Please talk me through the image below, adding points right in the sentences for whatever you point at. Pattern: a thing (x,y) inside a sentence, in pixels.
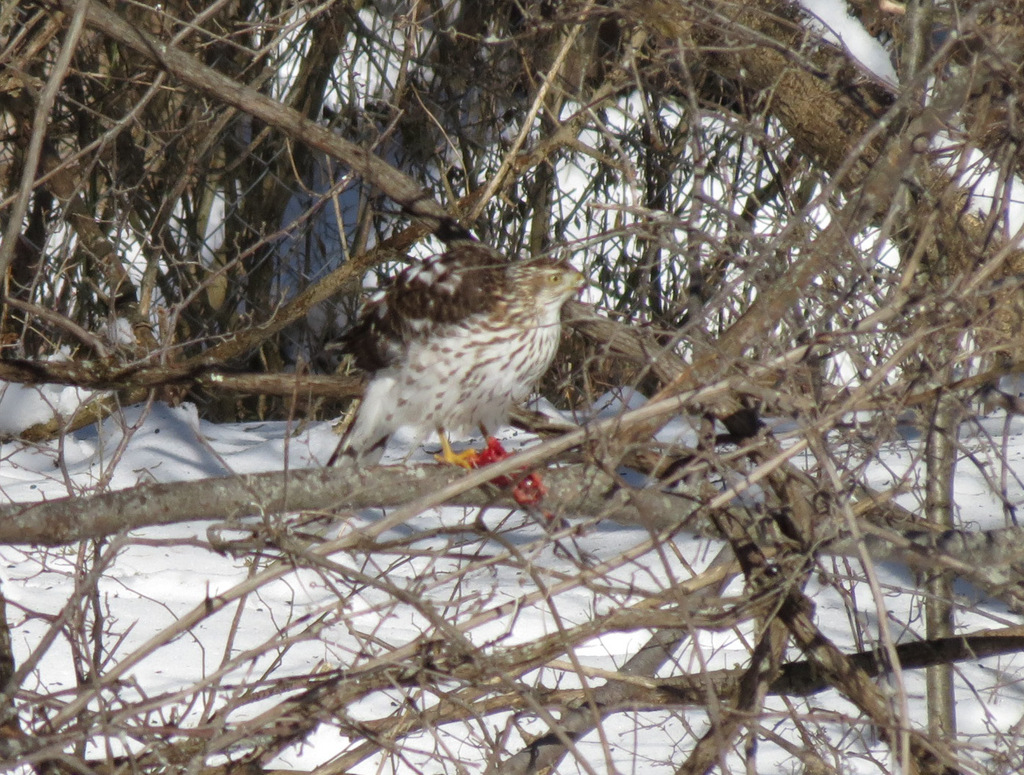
In this image, in the middle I can see a bird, and there are many dry woods (528,128), and in the background (828,222) I can see the snow (172,408).
